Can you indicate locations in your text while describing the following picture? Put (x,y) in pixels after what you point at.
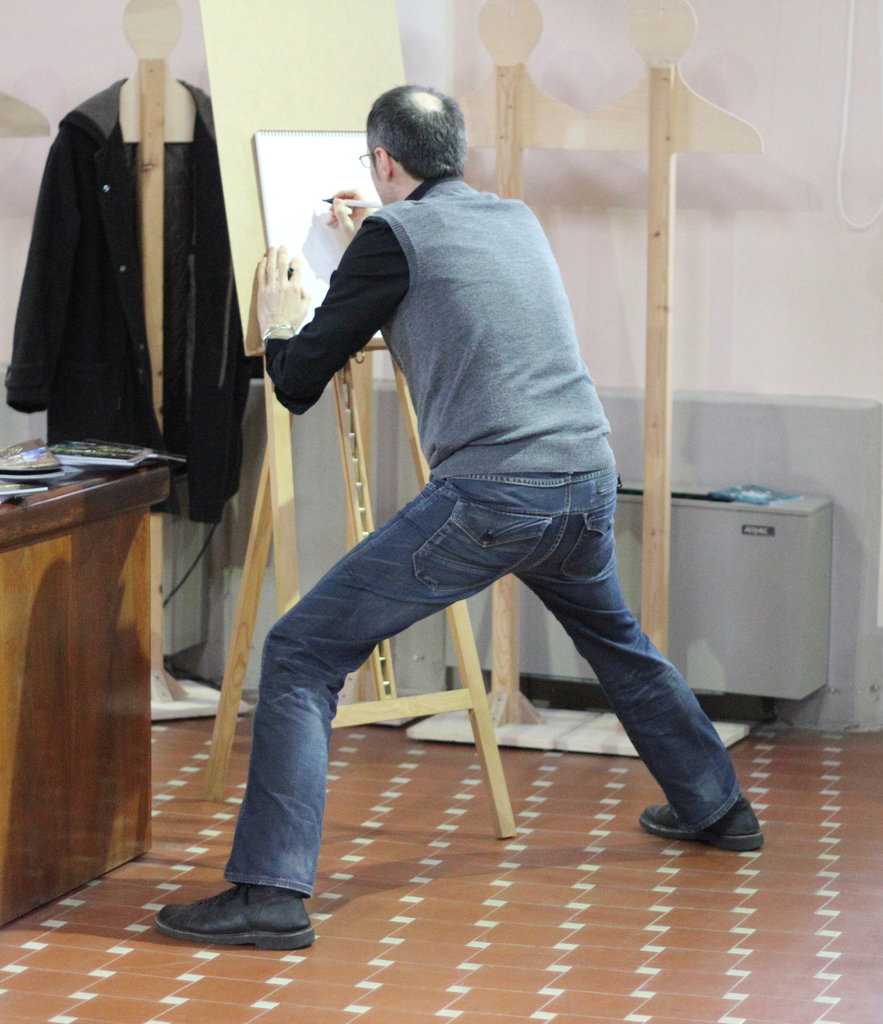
This picture shows a man (544,475) standing and drawing on the drawing sheet (327,141) and we see a stand (311,106) and a coat (57,219) hanging. we see few papers (70,460) and books (102,464) on the table (7,883) and we see empty hangers (638,128) on the side.
